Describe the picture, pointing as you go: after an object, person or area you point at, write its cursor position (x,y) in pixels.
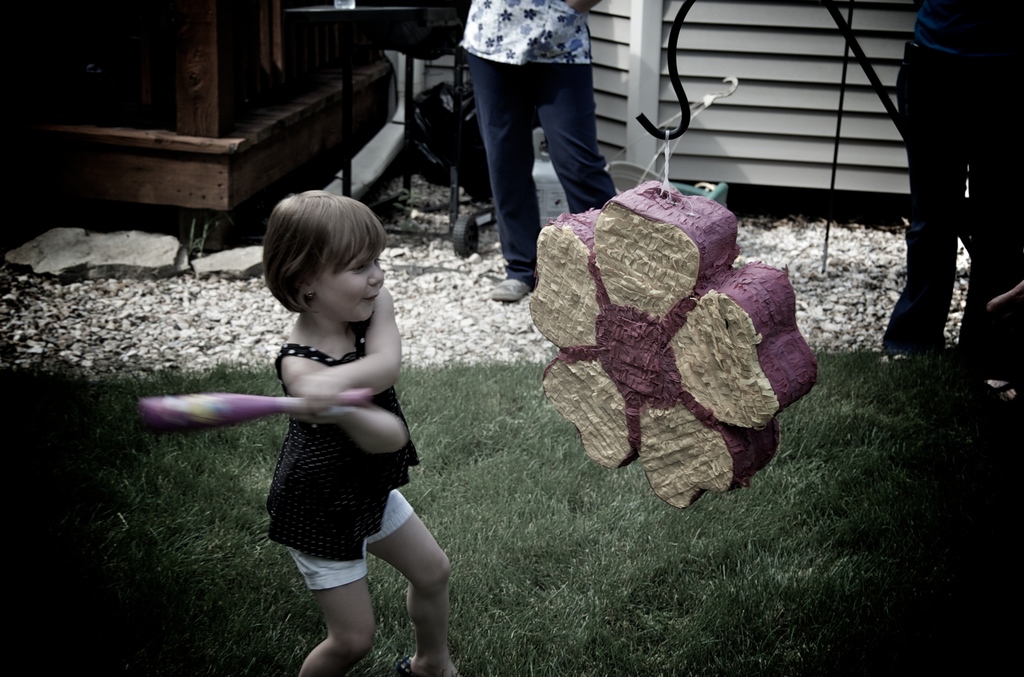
In this image I can see a girl (318,439) is trying to hit this thing (602,382), she wears a black color top (329,488). At the bottom (661,621) there is the grass (648,620), at the top (557,162) there is a person (510,244) standing.
